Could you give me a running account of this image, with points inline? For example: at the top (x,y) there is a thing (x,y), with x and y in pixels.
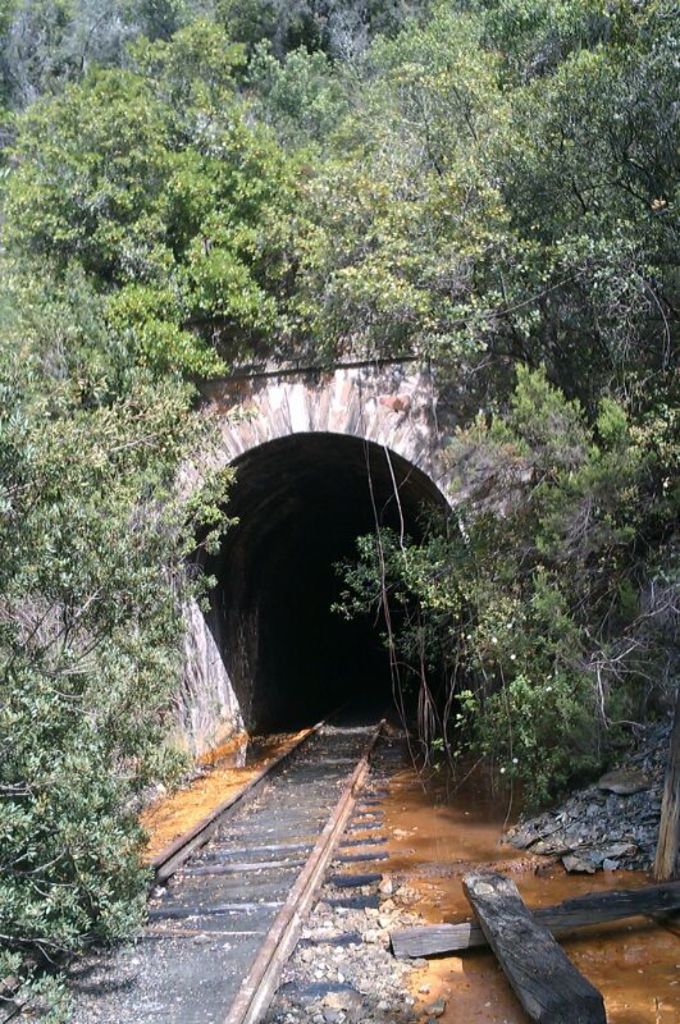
In this image, we can see a track (267,826). Here we can see wooden poles (533,938), plants (4,501). In the middle of the image (326,674), we can see a tunnel (336,549), trees (386,201).
